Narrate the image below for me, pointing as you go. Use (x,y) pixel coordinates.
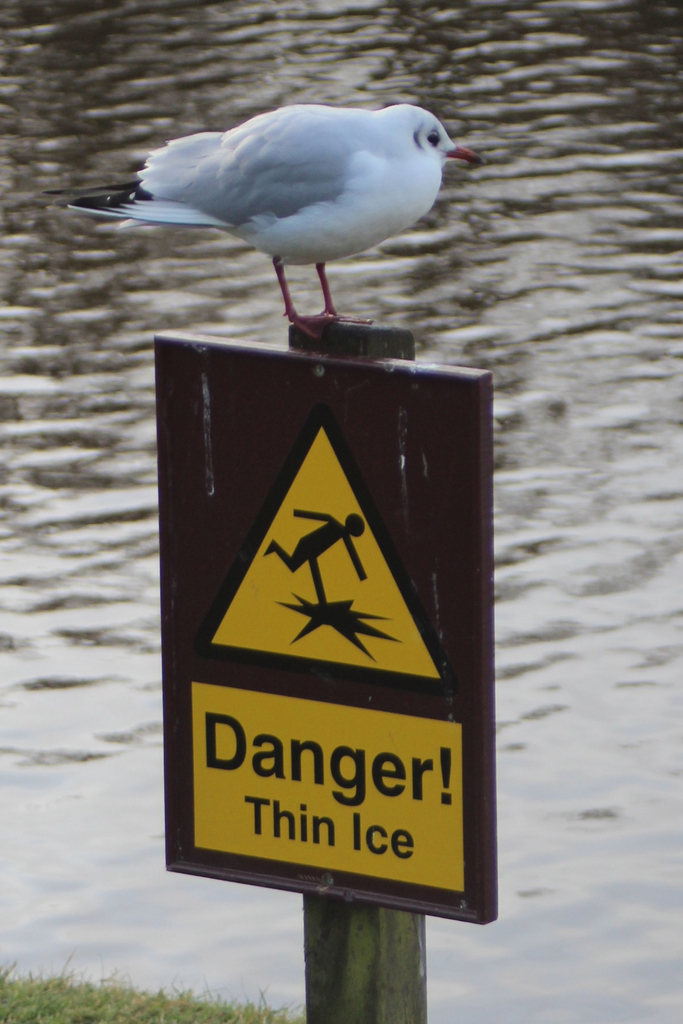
This picture shows a bird (337,179) on the caution board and we see water (662,740) and grass (98,997) on the ground (123,992). The bird (337,317) is white and black in color.
